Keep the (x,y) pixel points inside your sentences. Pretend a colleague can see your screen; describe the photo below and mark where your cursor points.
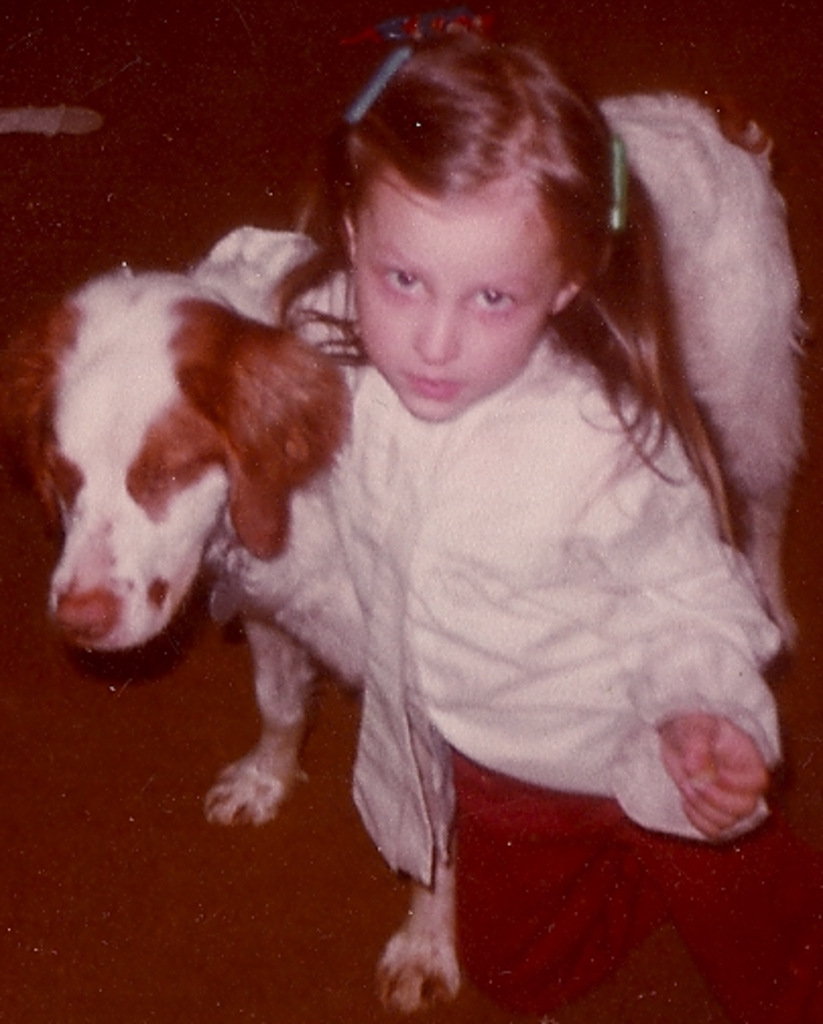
In this picture we can see a girl (489,897) who is sitting on her knees (522,943). And there is a dog (171,422).
